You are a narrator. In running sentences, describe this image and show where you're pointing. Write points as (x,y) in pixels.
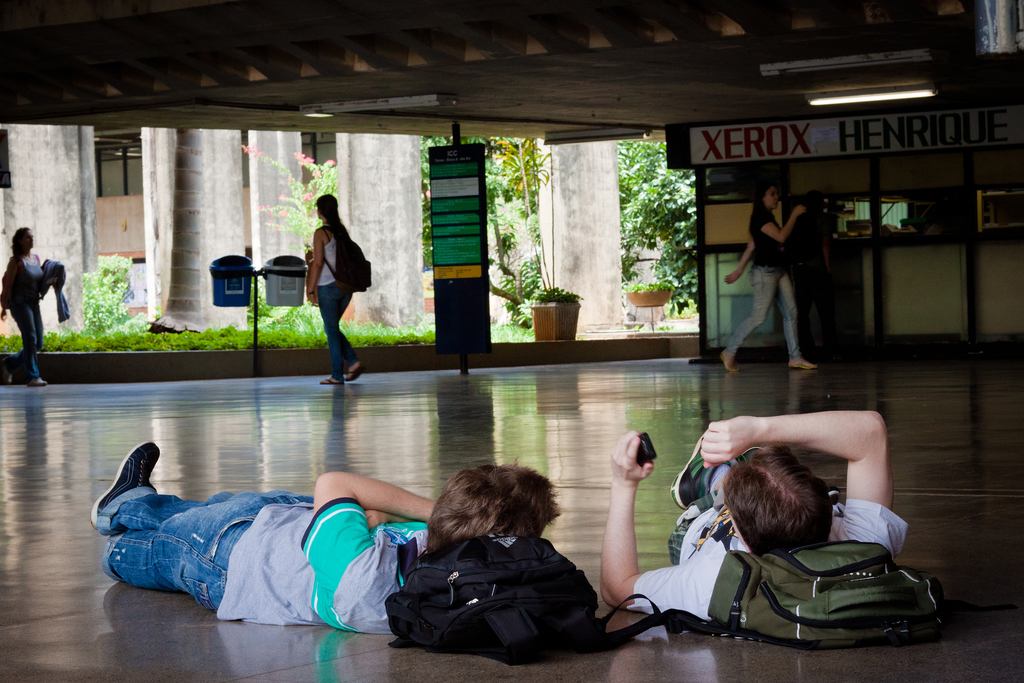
In this image i can see a group of people (332,523) among them few (526,520) are laying on the floor (117,406) and few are walking.
